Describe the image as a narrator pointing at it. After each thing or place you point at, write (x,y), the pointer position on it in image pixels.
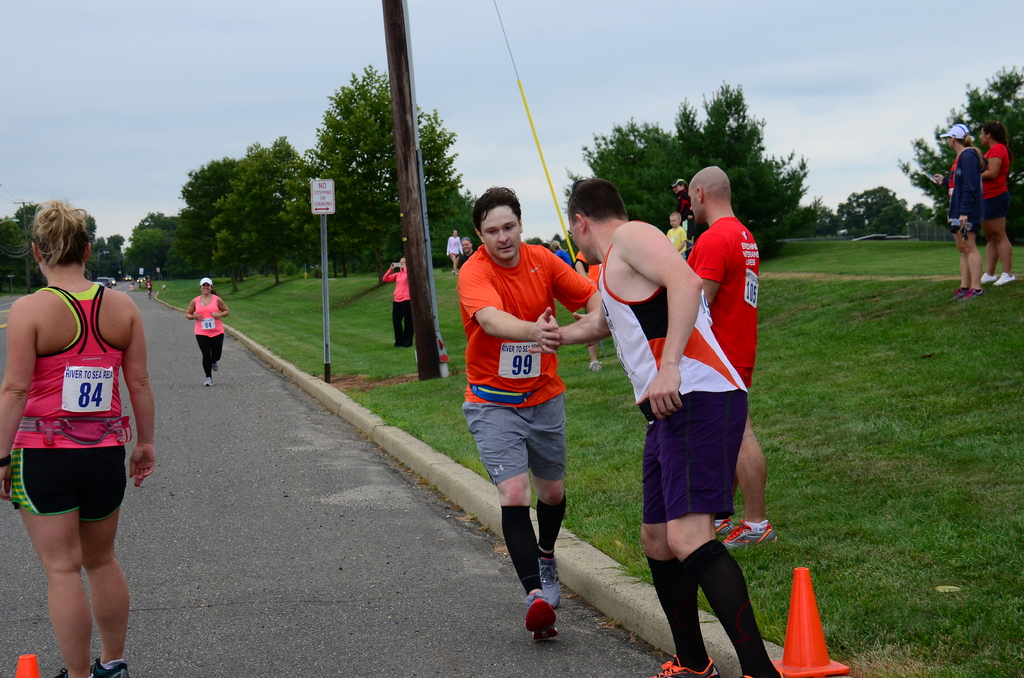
There are groups of people (605,227) standing and two people (518,396) running. This is a board (313,200) attached to a pole (322,223). These are the trees (234,204). Here is the grass (821,475). This is the sky (220,67). I think this is a wooden pole (410,167).
